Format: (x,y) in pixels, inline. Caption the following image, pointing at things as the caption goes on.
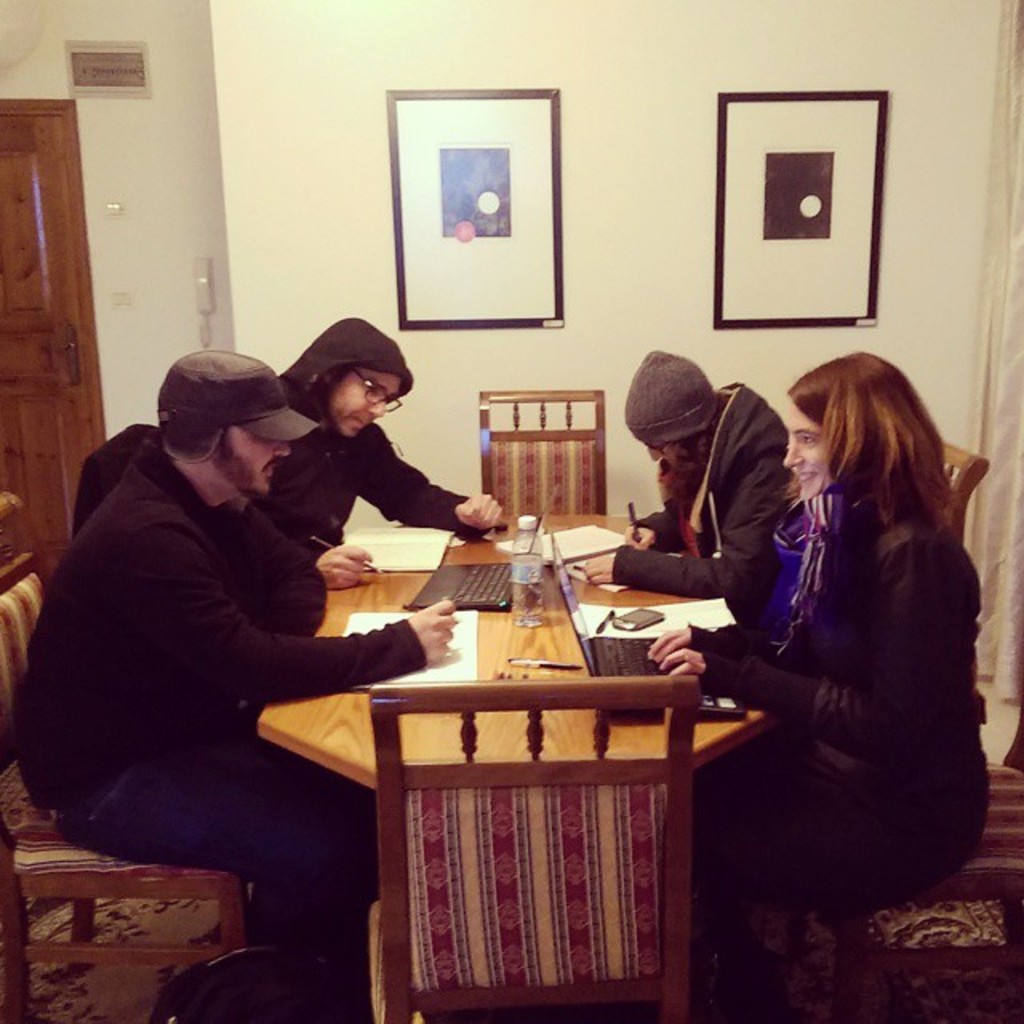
There are two men (329,492) and two women (704,558) on the left (262,551) and right respectively sitting on the chair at the table (362,723). On the table (541,638) we can see laptop (481,573), bottle (527,601), mobile phone (647,625), pen (609,615), books (595,625). In the background (99,226) there is a door (65,347), wall (303,192) and frame (411,261) on it and a telephone (197,287).
